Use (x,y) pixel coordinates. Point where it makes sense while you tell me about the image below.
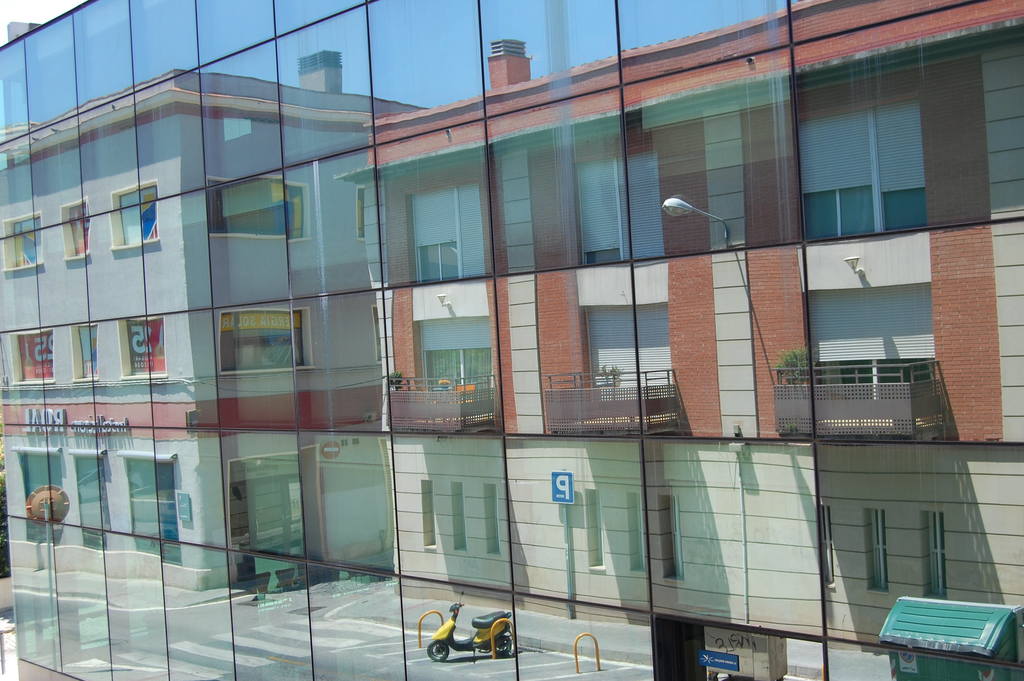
In this image there is a reflection (541,129), in the reflection (570,198) we can see buildings (584,422), sign boards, a bike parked on the road (27,617).
